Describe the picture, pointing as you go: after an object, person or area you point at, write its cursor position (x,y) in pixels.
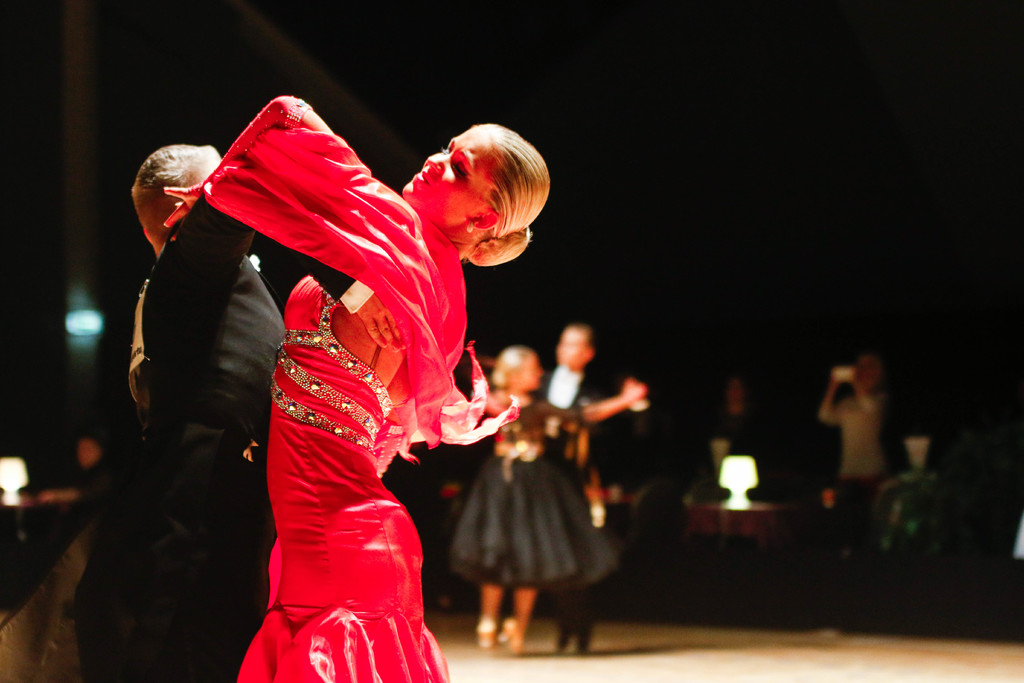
In this picture we can see there are four people (215,471) dancing on the floor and another person (845,465) is holding an object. Behind the people (351,421) there is a dark background (767,230) and some blurred objects (745,506).
